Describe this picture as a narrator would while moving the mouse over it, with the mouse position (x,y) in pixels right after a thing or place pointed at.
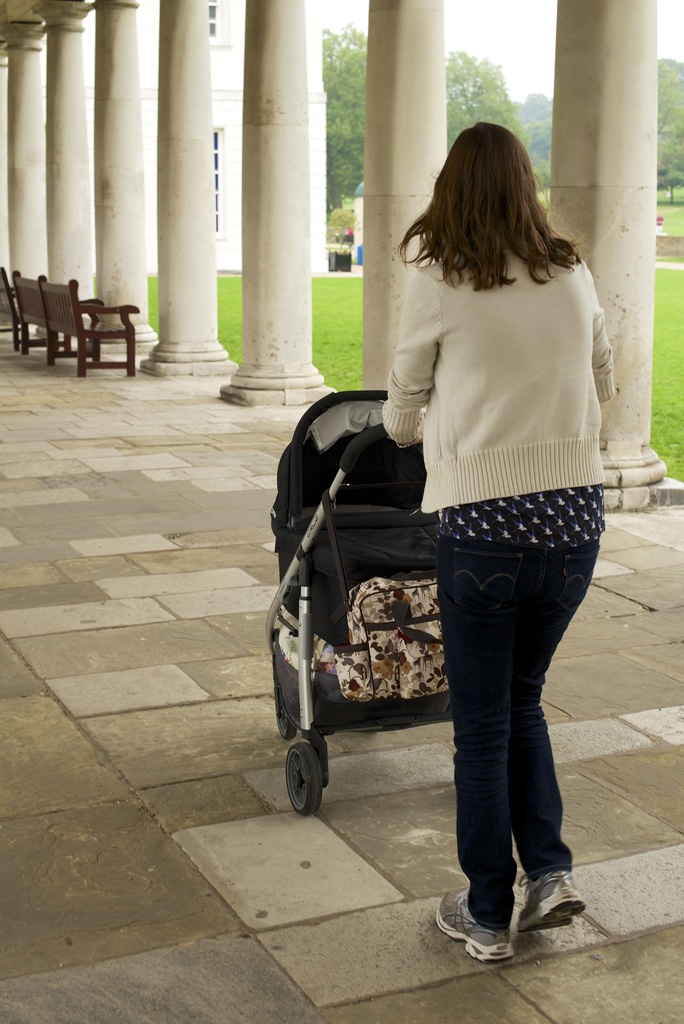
In this picture we can see a woman (453,697) walking with the stroller (374,473). This is the bench (121,313) and these are the pillars (374,184). Here we can see some trees (514,128) and this is the grass (671,285). And we can see the sky (511,28) here.
